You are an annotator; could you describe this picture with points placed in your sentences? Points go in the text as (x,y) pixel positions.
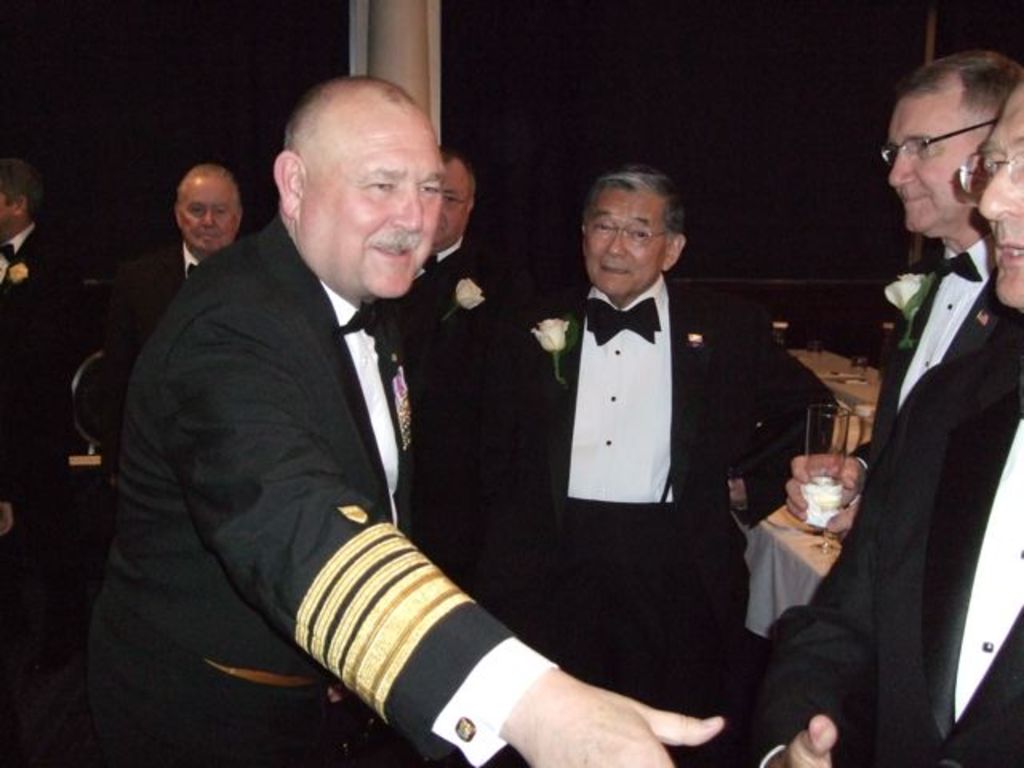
In this image I can see a person (370,397) wearing white shirt (367,375) and black jacket (254,405) and few other persons (646,446) wearing white shirts (645,433) and black jackets (749,457) are standing. I can see a table (834,369) on which I can see few glasses (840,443) and few other objects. In the background (441,276) I can see few other persons (457,278) standing, a pillar (386,6) and the dark background (616,118).
